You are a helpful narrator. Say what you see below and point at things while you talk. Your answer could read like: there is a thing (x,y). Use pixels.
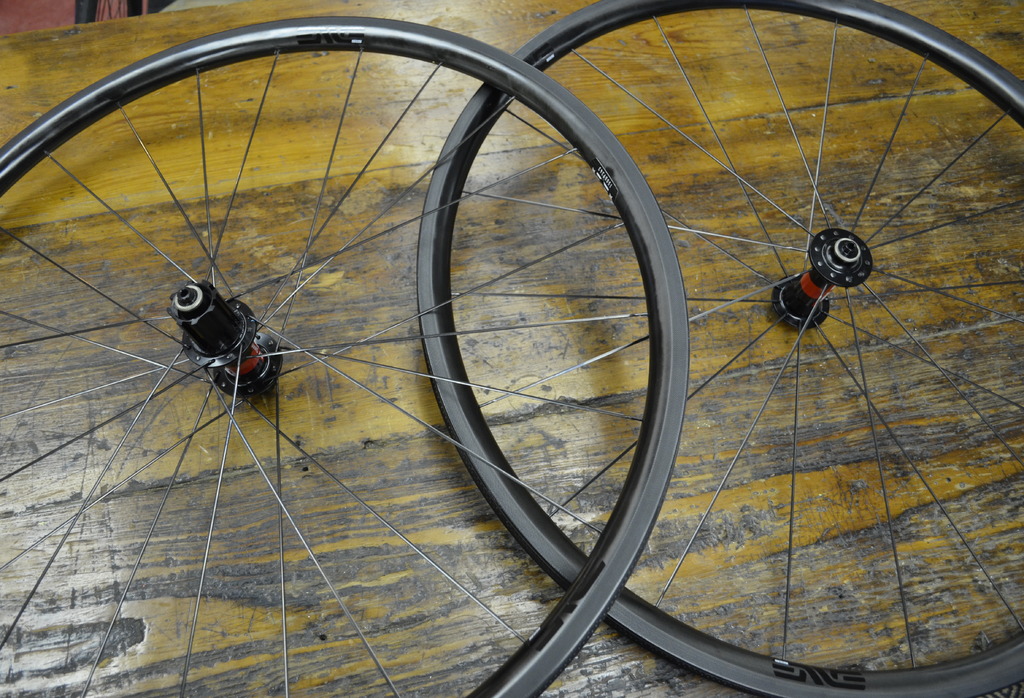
In the image we can see two wheels (437,317) kept on the wooden surface (309,293).
